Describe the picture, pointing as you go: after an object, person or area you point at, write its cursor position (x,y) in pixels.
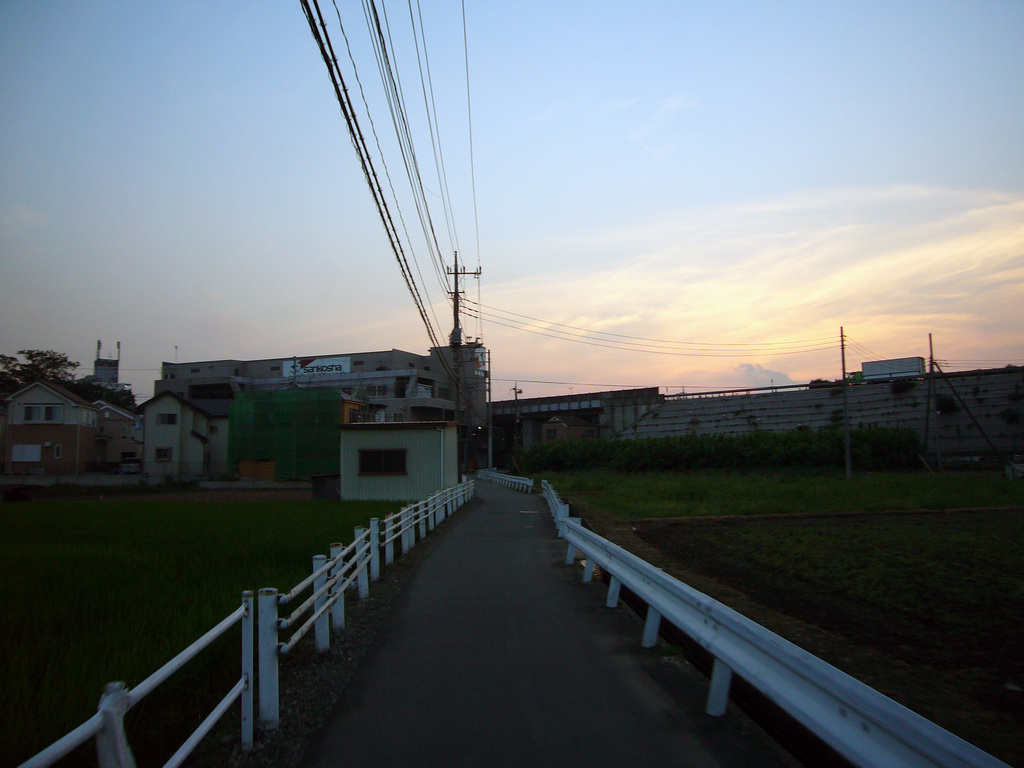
There is a road (459,674) with railings (267,675). On the sides of the road (512,578) there is grass (678,487). In the back (46,445) there are many buildings (145,427) with windows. Also there are electric poles (454,304) with wires (449,279). On the left side (37,358) there are trees (52,367). In the background (588,158) there is wall (923,400) and sky (52,332).
